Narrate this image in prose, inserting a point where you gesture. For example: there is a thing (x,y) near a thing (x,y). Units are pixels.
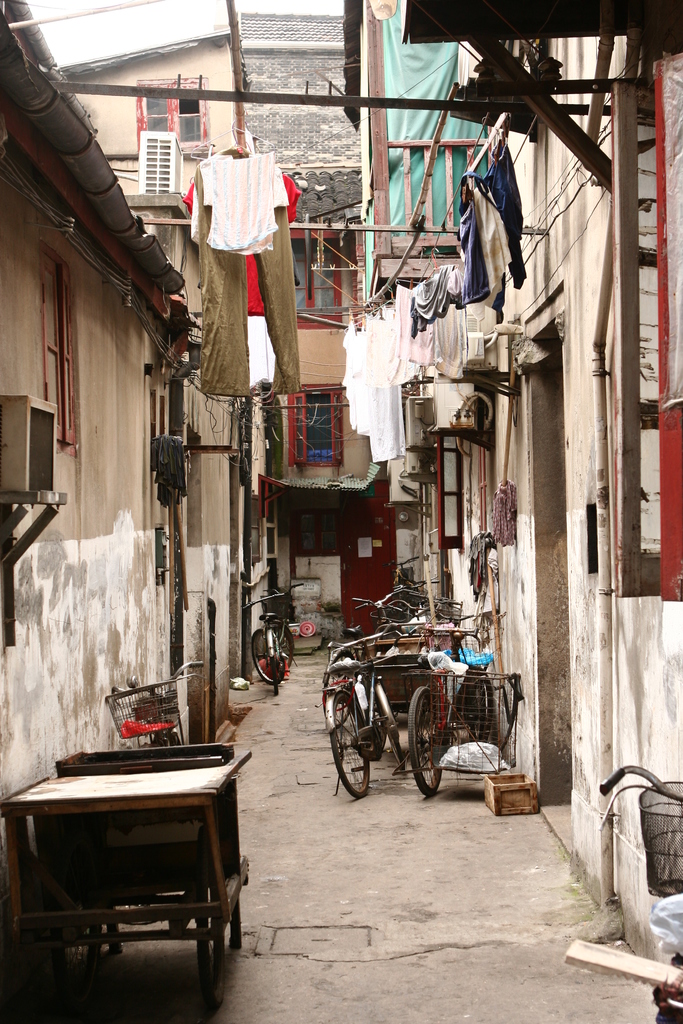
This image is clicked in a street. In the middle (371,679) there are many cycles (395,660). On the left (122,552) there is wall (112,568), cycle (162,711) and window (66,327). On the right (544,503) there is a building (544,393).
